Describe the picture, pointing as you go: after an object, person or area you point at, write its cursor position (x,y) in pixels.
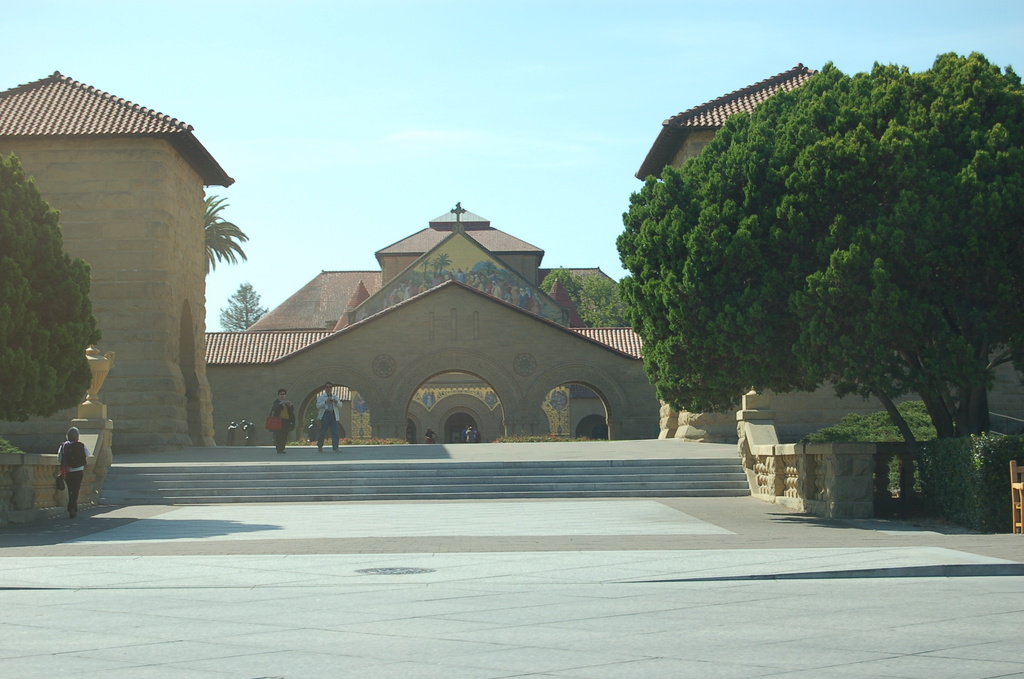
In this image there are group of persons (76,435) standing, and at the background (289,440) there is a building (387,319), staircase (638,471), plants (982,482), trees (49,370), sky (731,20).
